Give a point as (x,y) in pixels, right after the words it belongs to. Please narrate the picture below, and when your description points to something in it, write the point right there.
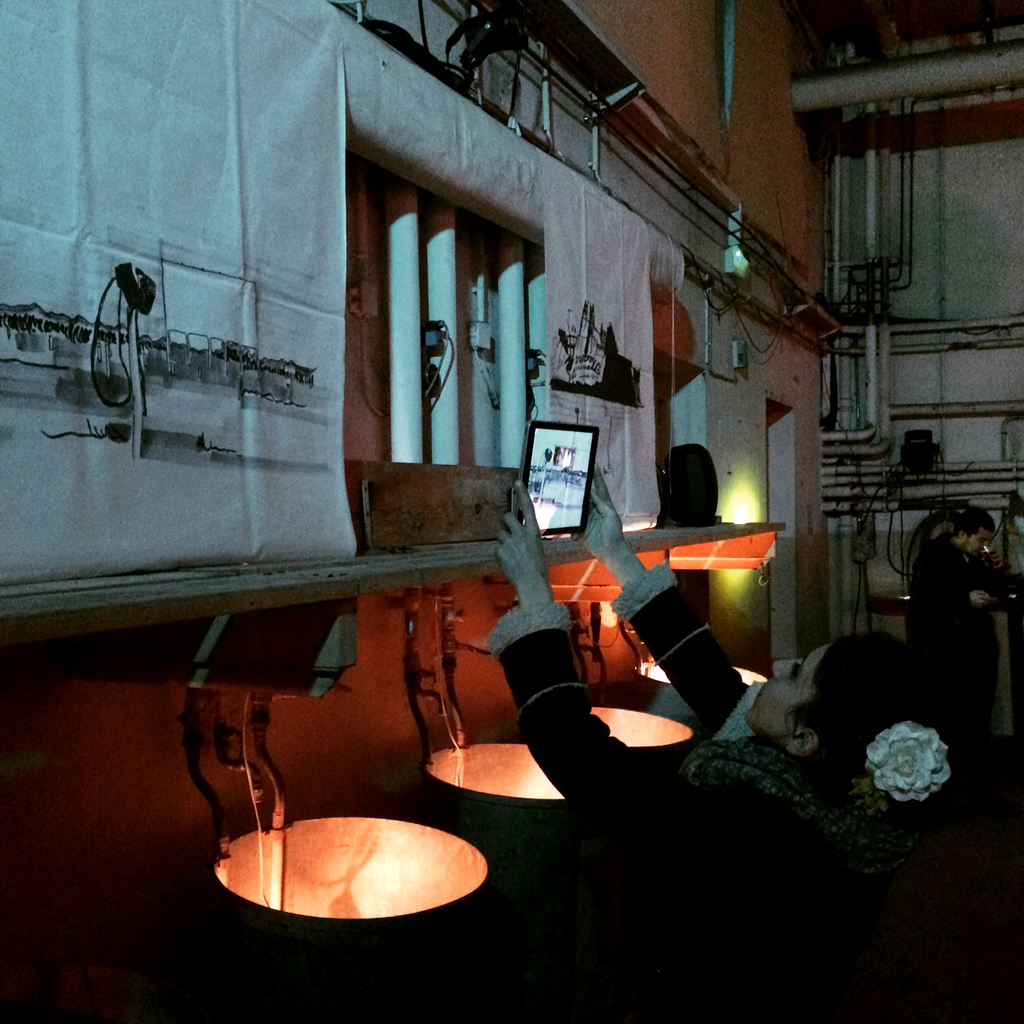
In this image there is a woman (745,883) standing. She is holding a tablet (535,463). In front of her there is a wall (669,70). There are pipes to the wall (406,749). Below the pipes (258,779) there are containers (444,816). Behind the woman (794,770) there is another man (936,586) standing.
